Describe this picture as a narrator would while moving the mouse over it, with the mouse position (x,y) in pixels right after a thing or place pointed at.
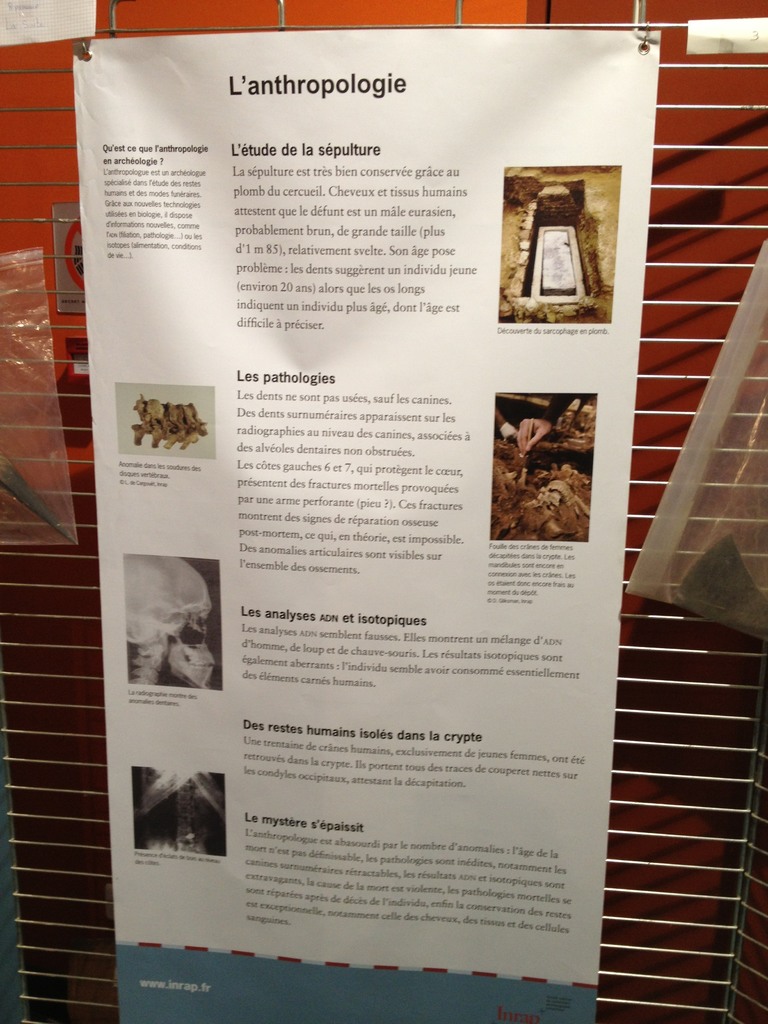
In this picture we can see a paper (336,493) here, in the background (675,389) there is a wall (718,180), we can see a person's hand (527,445) and skull (161,586) in this paper (245,626).
